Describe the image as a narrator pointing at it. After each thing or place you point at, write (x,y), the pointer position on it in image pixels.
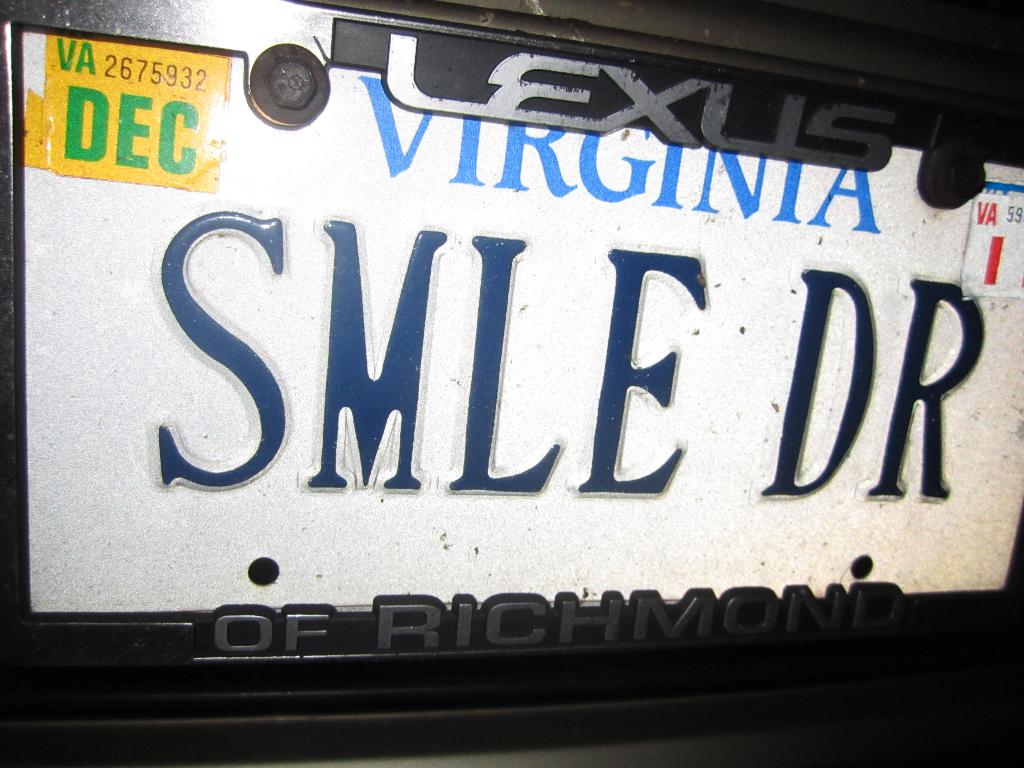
In the image there is a name board (343,399) with some text (512,143) on it.
